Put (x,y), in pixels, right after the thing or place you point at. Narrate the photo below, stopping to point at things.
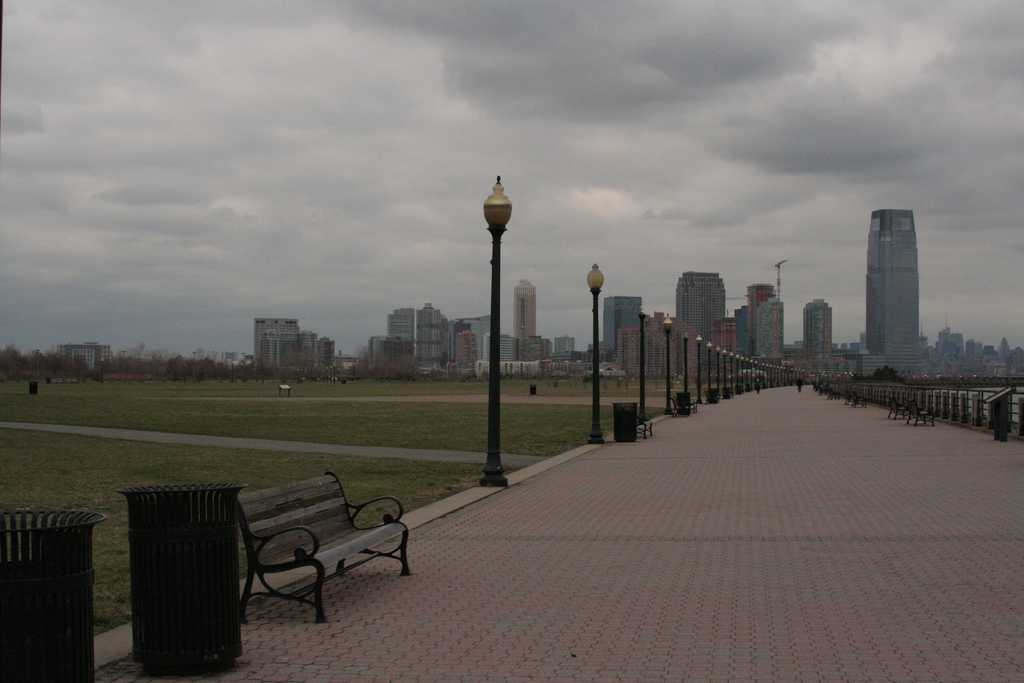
In this image we can see road (719,629). On both sides of the road (696,628) benches (292,535), dustbin (210,563) and pillars (942,400) are there. Background of the image (886,325) buildings (519,361) are there. The sky (511,172) is full of cloud (323,160). Left side of the image (160,405) grassy land (147,443) is present.
